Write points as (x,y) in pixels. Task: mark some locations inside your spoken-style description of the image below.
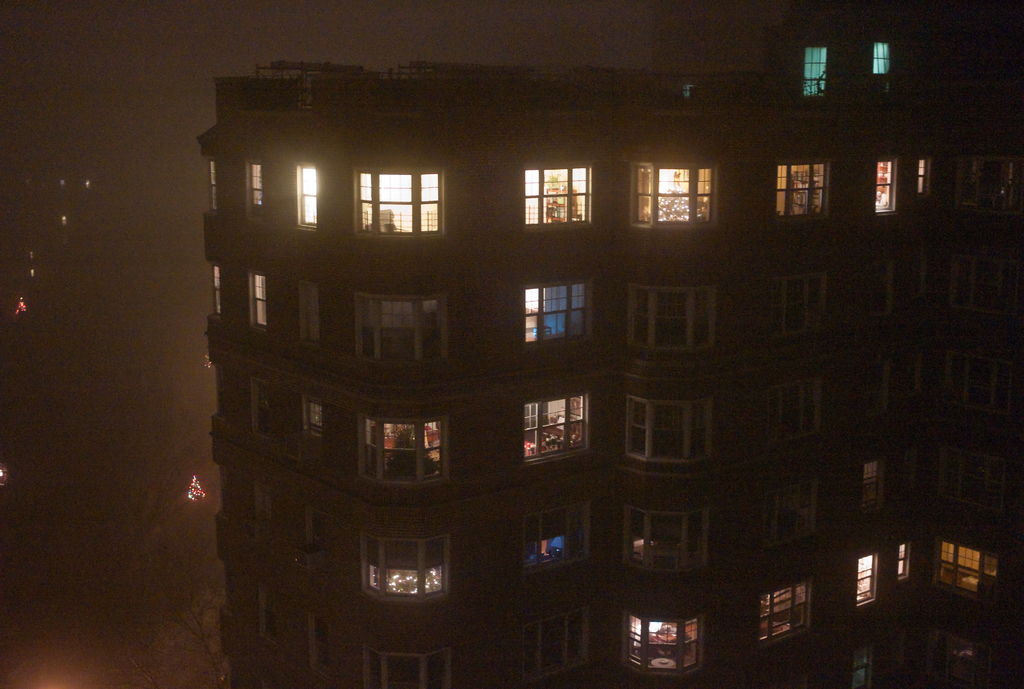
There is a building (632,385) with windows (528,340) and lights (664,193). In the background (148,251) it is blurred. At the bottom (171,657) there are trees (192,634).
